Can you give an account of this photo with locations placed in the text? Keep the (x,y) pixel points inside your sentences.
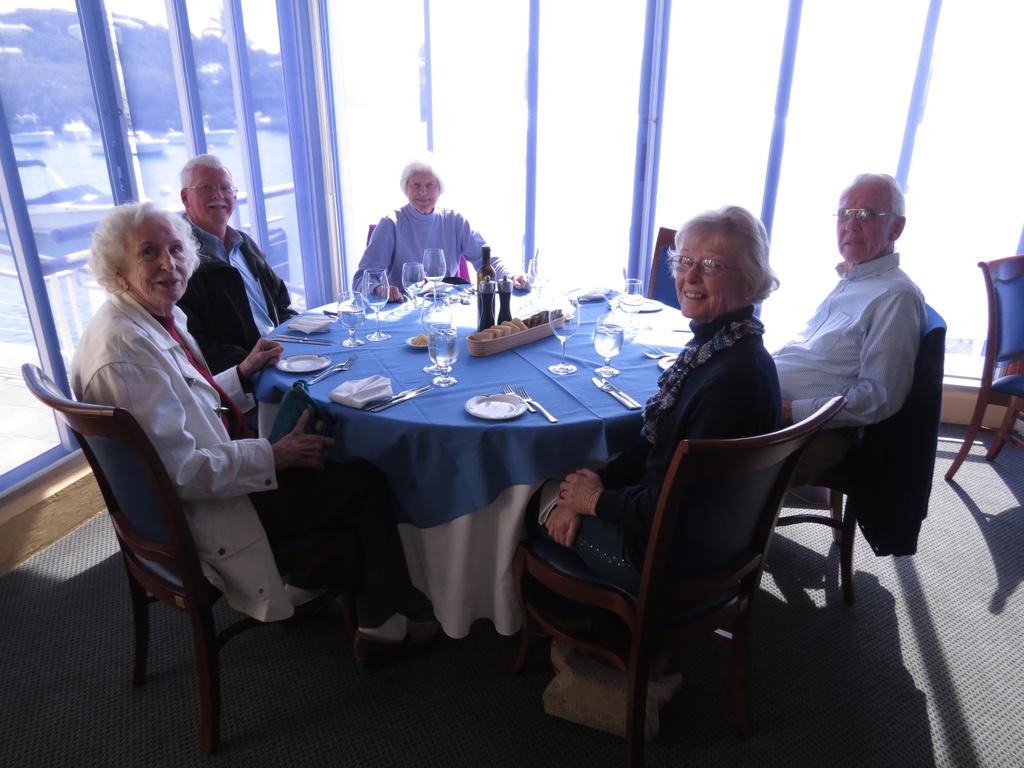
In the picture we can see five people (467,227) are sitting on a chairs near the table (522,363), a table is round we can see a blue cloth (541,382) on it, on the table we can find glasses (451,327), plates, spoons (633,403), and two bottles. In the background (32,225) we can see a glass window (958,88).
